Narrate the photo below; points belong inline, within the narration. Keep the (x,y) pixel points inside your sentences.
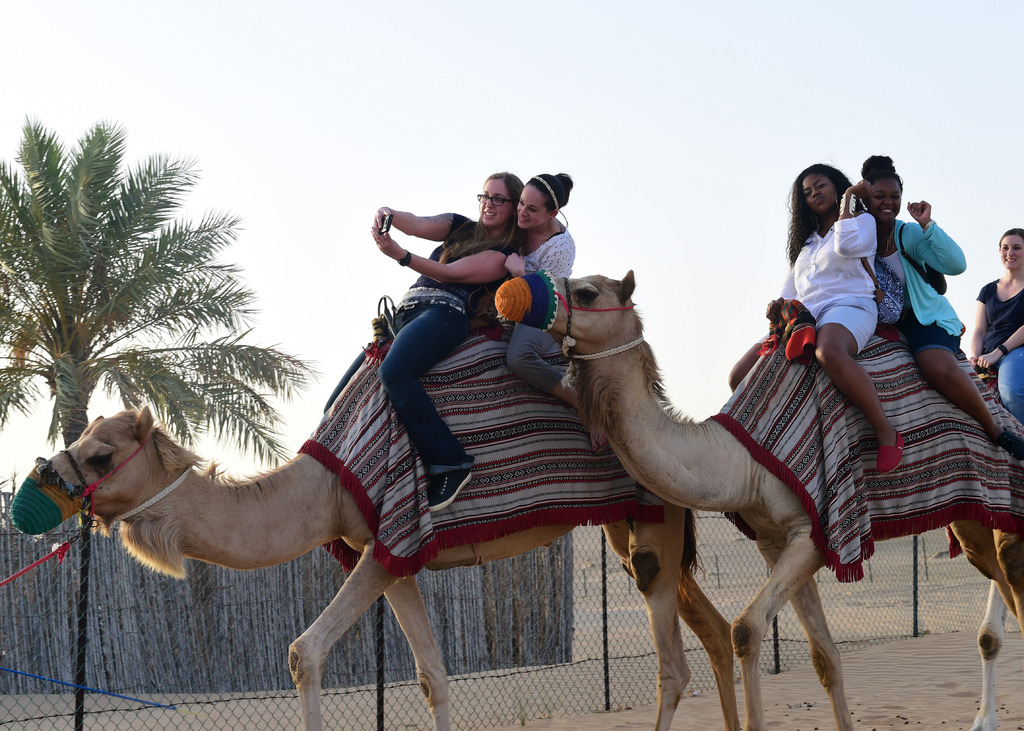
In this image we can see women (464,468) sitting on the camel's (621,425), mesh (719,563), wooden fence (203,580), tree (102,279) and sky (365,242).
